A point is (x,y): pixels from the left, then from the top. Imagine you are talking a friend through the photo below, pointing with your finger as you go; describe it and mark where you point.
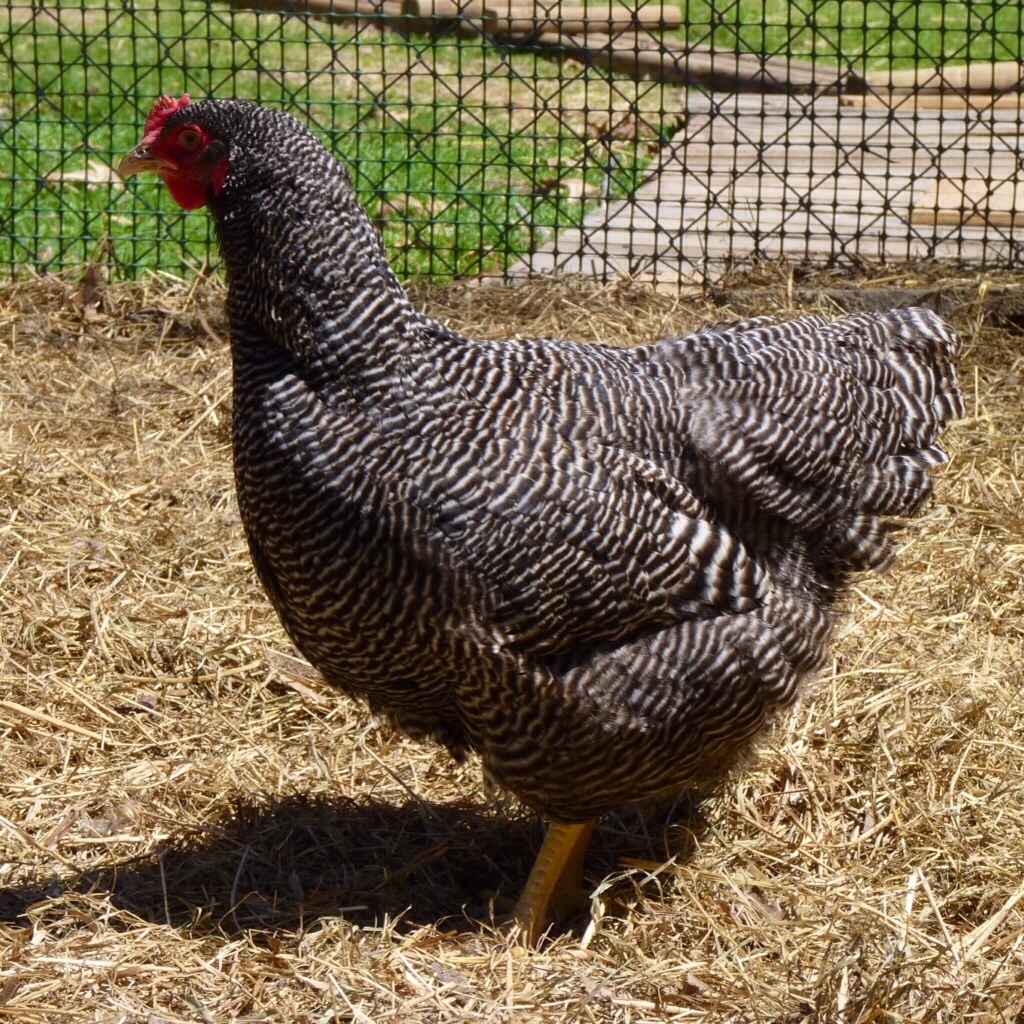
In this picture there is hen (893,361) in the center of the image (494,386), on the dried grass floor (938,705) and there is greenery (667,119) and net (709,3) at the top side of the image (711,91).
